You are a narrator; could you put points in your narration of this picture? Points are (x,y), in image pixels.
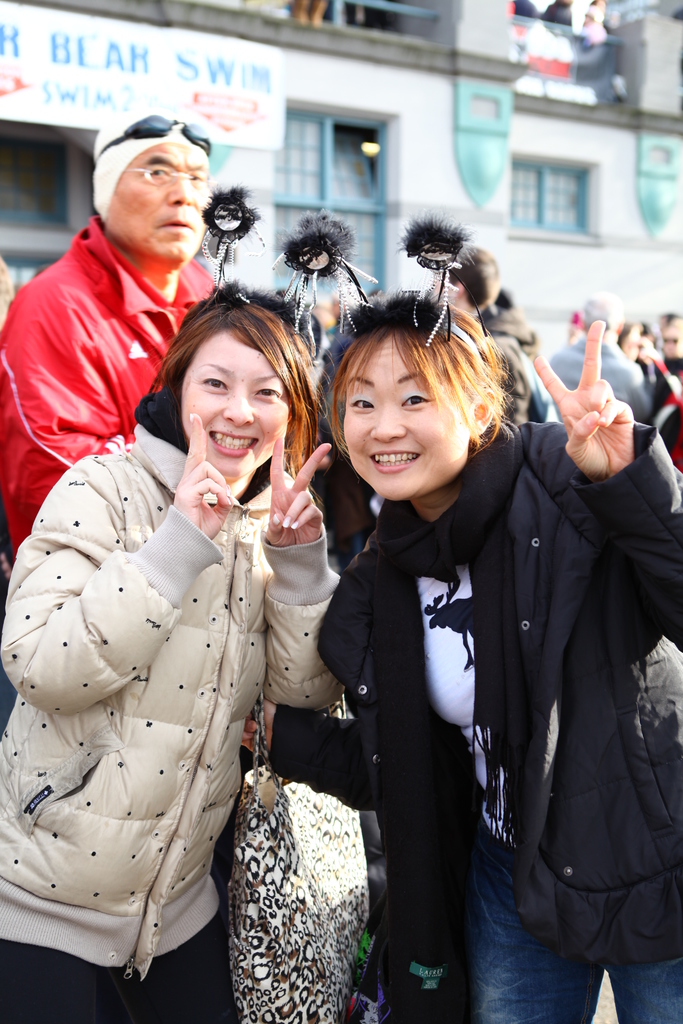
In this image there are two girls (336,575) in the middle (350,577) who are showing their fingers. In the background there are few other people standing on the floor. Behind them there is a building (367,96).
